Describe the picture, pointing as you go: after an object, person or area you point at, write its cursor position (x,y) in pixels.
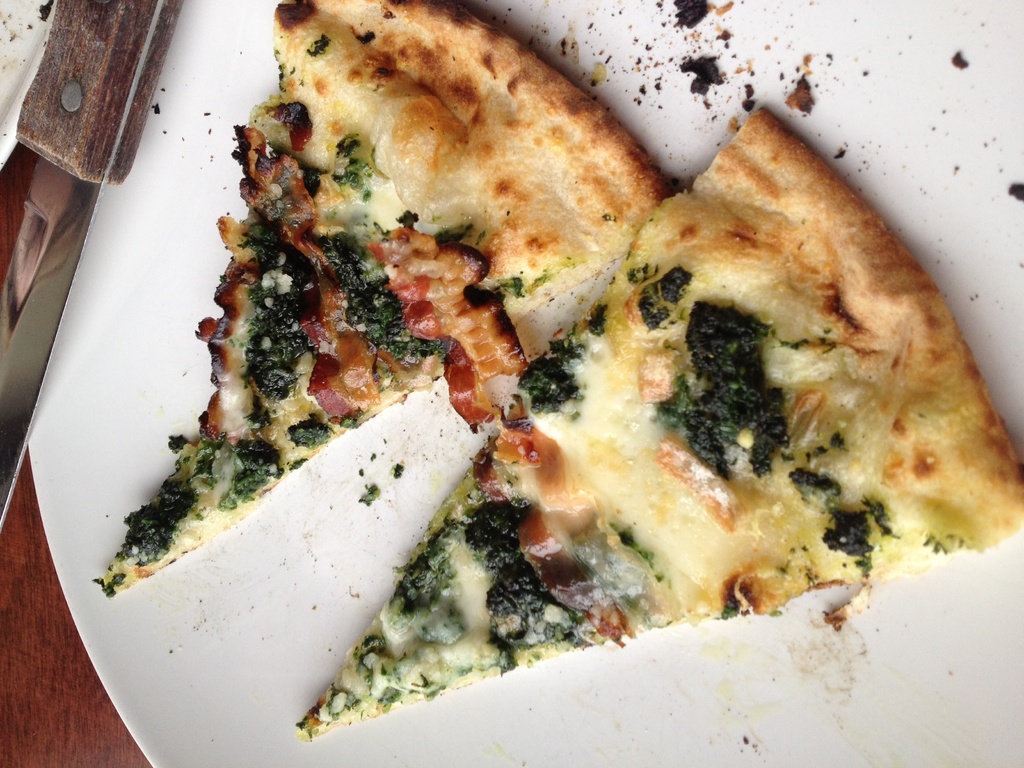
In this image we can see food items (417,379) and a knife (61,171) on a plate (149,256). In the bottom left (45,731) we can see the wooden object (44,702).
